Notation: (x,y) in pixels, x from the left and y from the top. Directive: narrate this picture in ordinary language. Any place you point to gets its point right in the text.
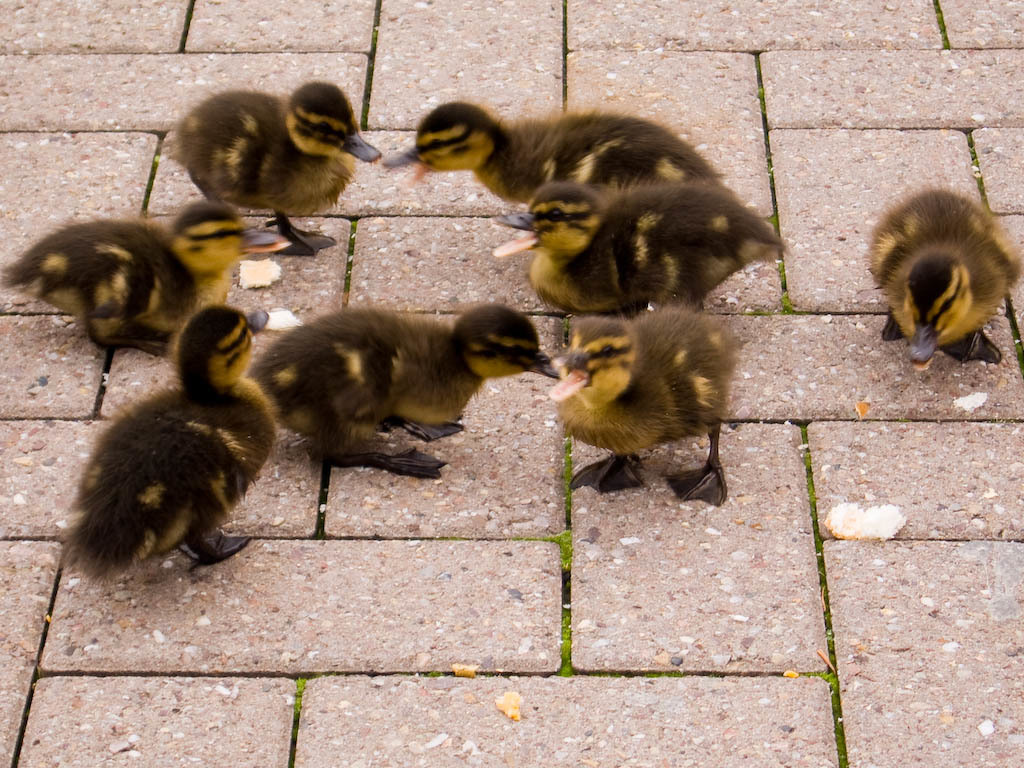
In this image we can see the ducks (293,149) on the surface (472,556). We can also see the pieces of food (869,517).
